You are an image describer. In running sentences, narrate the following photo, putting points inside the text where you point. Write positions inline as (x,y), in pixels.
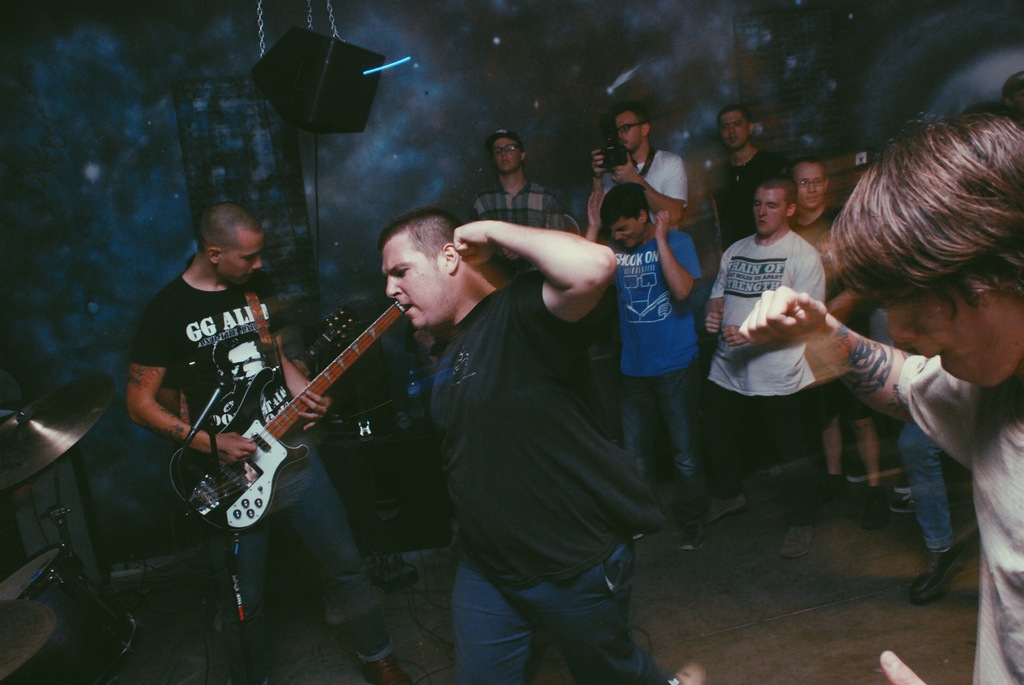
In this image there are few people (992,378) standing on the floor (157,647). This man (212,332) wearing black t shirt (227,343) who is standing on the left side of the image (272,436) is holding a guitar (235,495) and playing it. This man (958,251) standing on the right side of the image (952,366) is having a tattoo (868,349) on his hand (874,344). In the background (674,179), this man (647,164) wearing white t shirt (643,164) is holding a camera (608,147) in his hands (630,171) and clicking the pictures.
